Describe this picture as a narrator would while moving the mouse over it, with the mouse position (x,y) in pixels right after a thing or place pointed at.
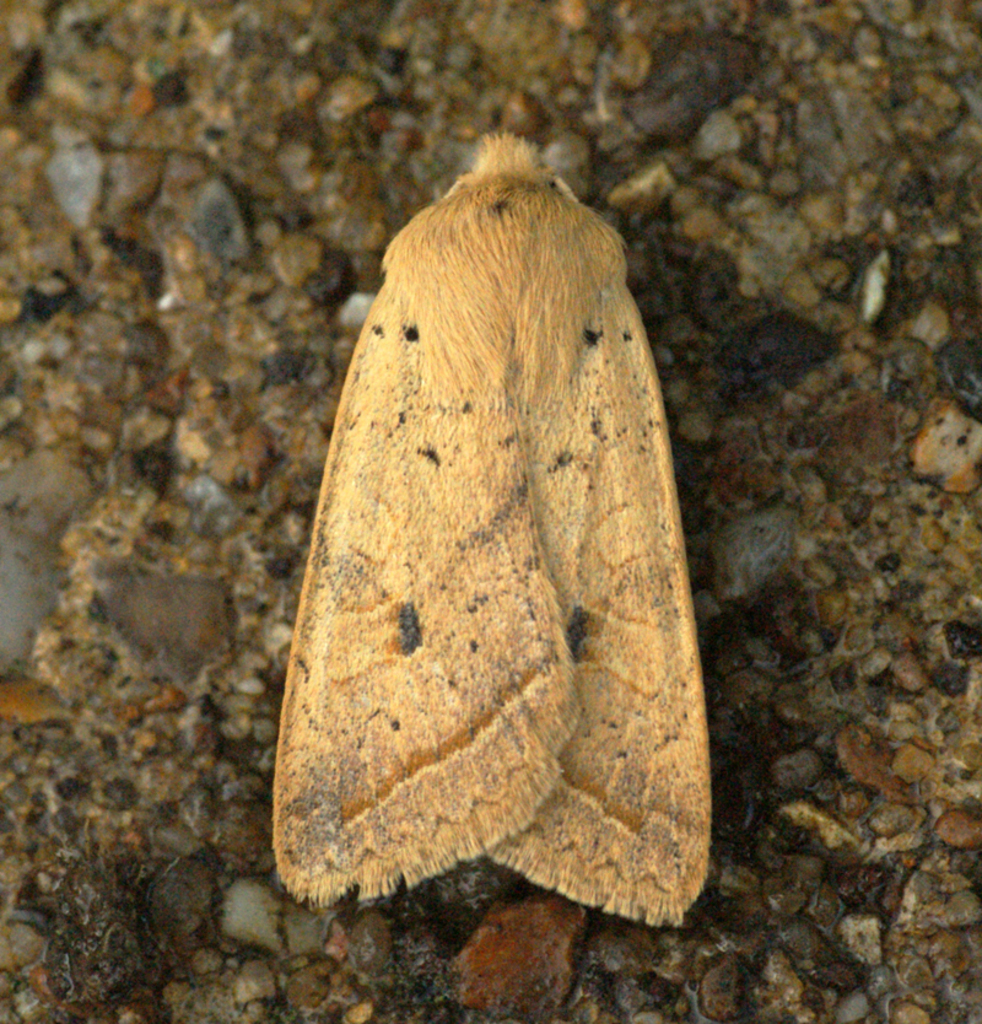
In this picture there is an insect (498,576) on the sand (702,458).
